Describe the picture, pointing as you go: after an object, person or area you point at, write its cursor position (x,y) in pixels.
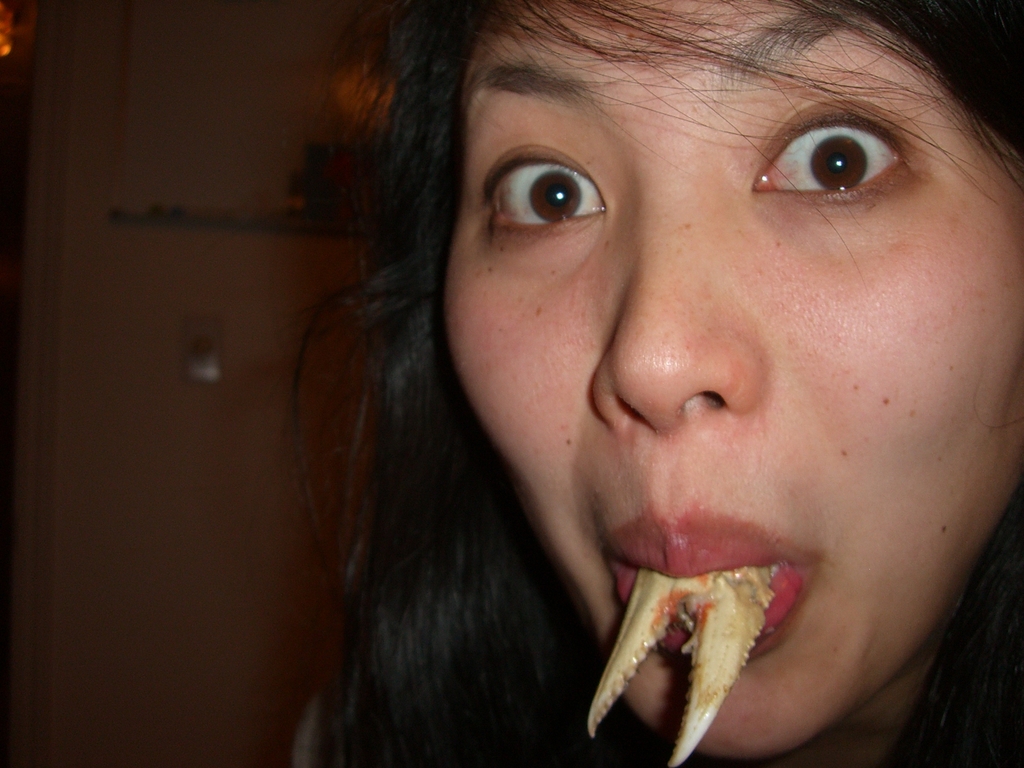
In this image I can see the person (398,418) and I can see some object (689,743) inside the mouth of the person (397,170) and I can see the dark background (194,679).
